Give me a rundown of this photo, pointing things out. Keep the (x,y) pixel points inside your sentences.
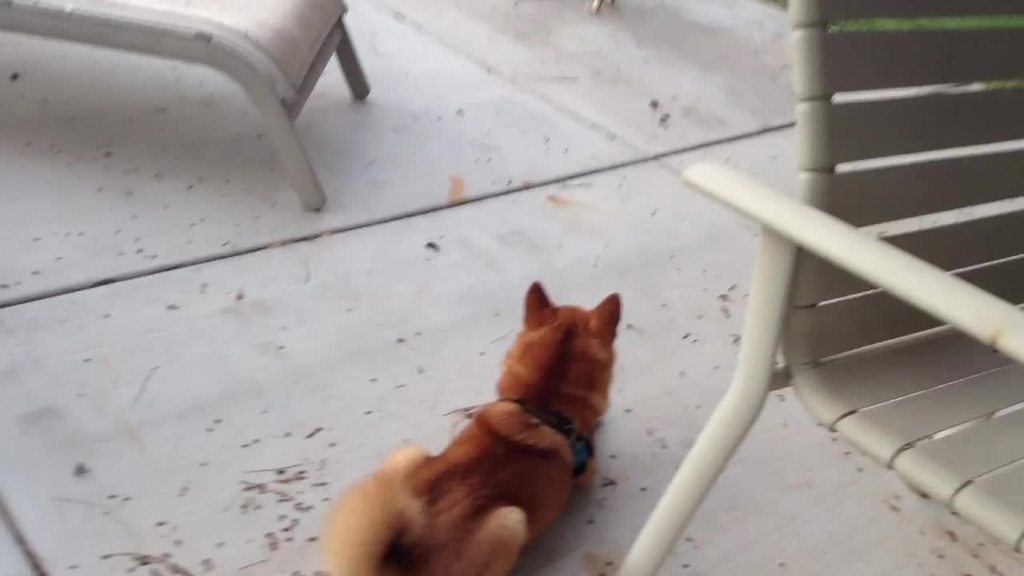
In this image, we can see a brown color animal (520,486) on the floor (118,138) and we can see chairs (66,23).
